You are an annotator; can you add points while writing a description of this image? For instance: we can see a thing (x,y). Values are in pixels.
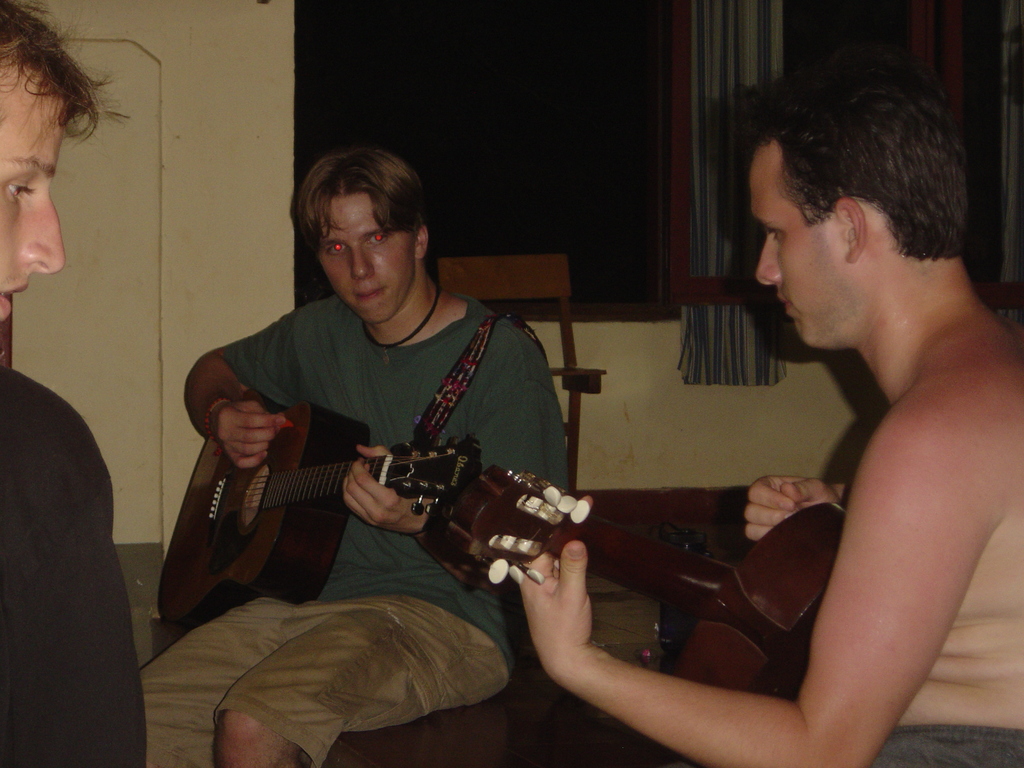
Here we can see three people (104,529) sitting on chairs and two of them holding guitar (440,446) and playing the guitar (608,522) behind them we can see a window (622,102) and curtain (708,340).
